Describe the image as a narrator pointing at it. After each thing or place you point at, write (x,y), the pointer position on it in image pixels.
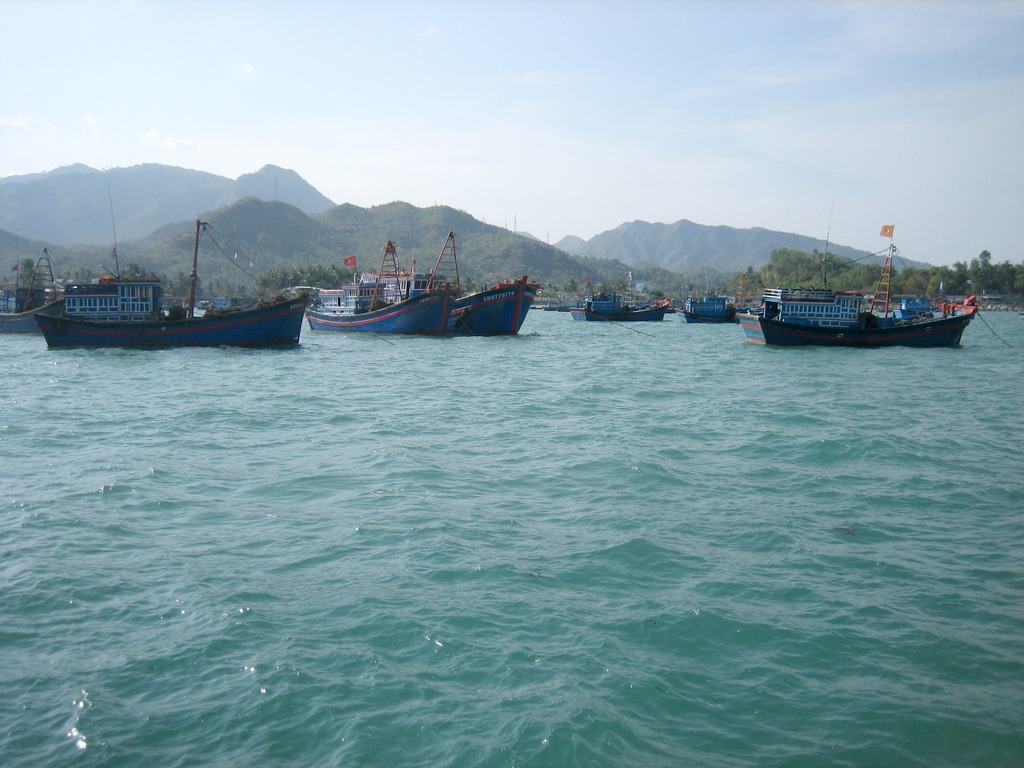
In this image I can see few boats (881,292) on the water (785,390) and I can see few trees (851,280) in green color, mountains (412,205) and the sky (453,126) is in blue and white color.
